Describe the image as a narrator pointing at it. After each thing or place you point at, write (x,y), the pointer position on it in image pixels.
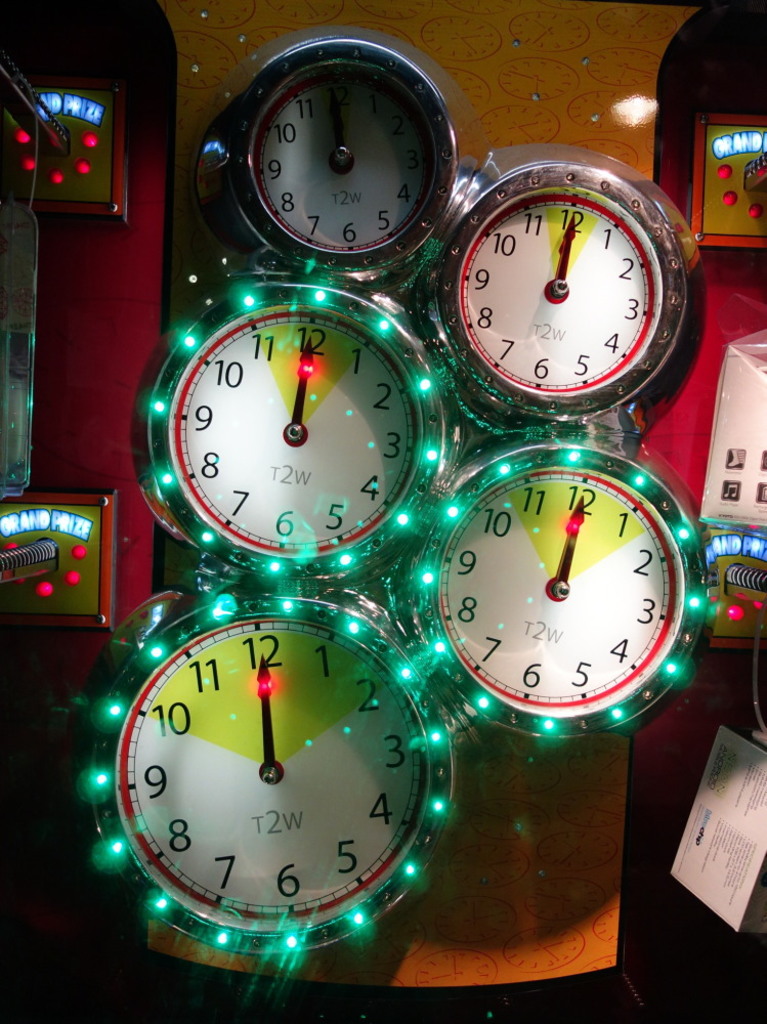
In this image I can see few clocks (440,212) attached to the orange color surface (497,81) and I can see few lights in green and red color.
